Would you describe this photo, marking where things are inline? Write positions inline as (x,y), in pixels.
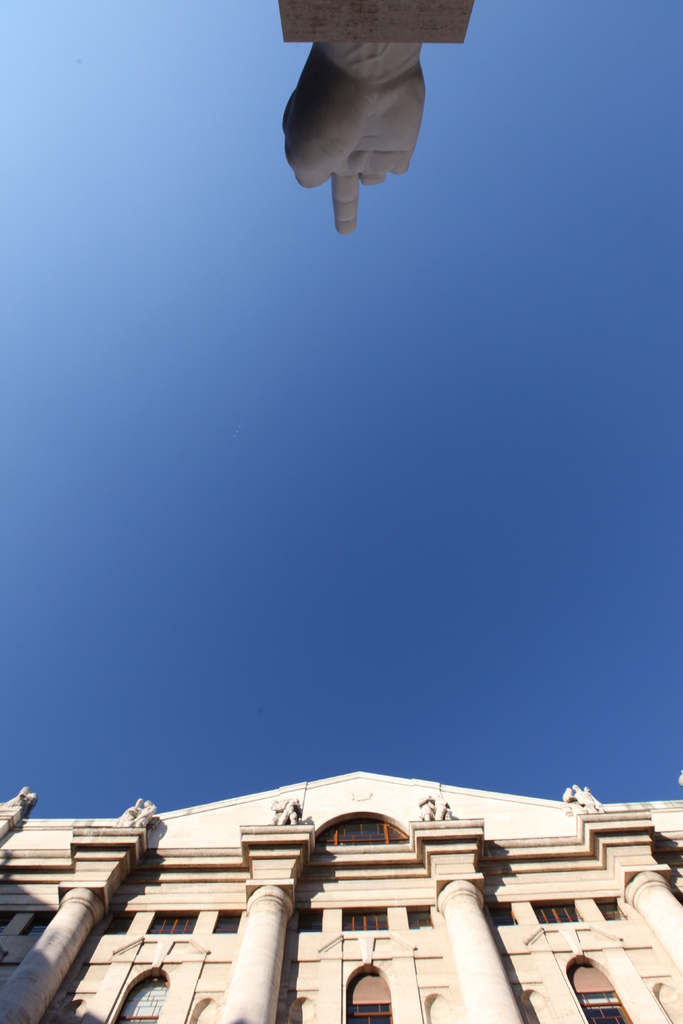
In this image there is a building (250,884), at the top of the image (306,115) there is a structure (358,103) of the hand (319,113).
